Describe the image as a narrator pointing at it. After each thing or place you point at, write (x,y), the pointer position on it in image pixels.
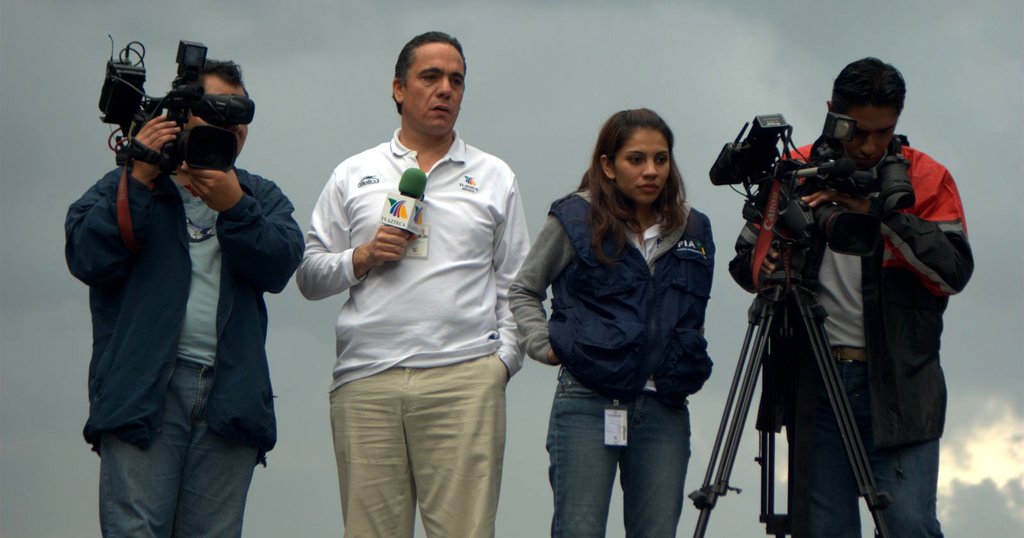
In the image we can see three men (307,295) and a woman (577,242) standing and wearing clothes (385,375). Here we can see two video cameras (139,107) and a microphone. Here we can see a stand (729,404) and a cloudy sky (583,67).
